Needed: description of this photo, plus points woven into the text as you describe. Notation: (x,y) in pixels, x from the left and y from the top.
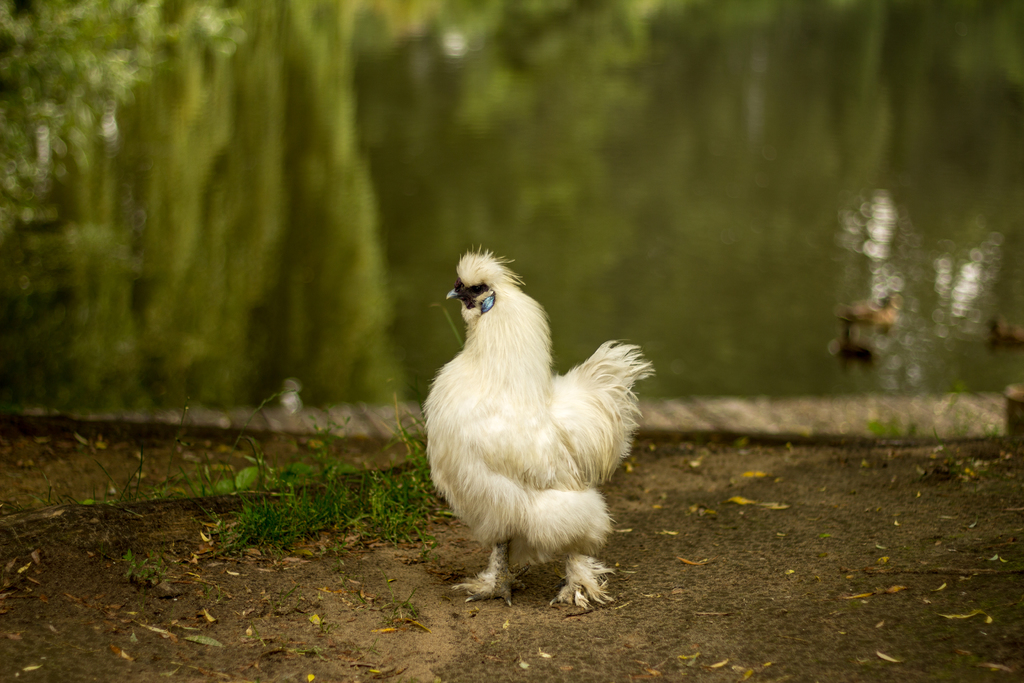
In this image we can see a hen (516,395). On the ground (270,497) there is grass (226,488). In the background (237,277) there is water (601,263).
